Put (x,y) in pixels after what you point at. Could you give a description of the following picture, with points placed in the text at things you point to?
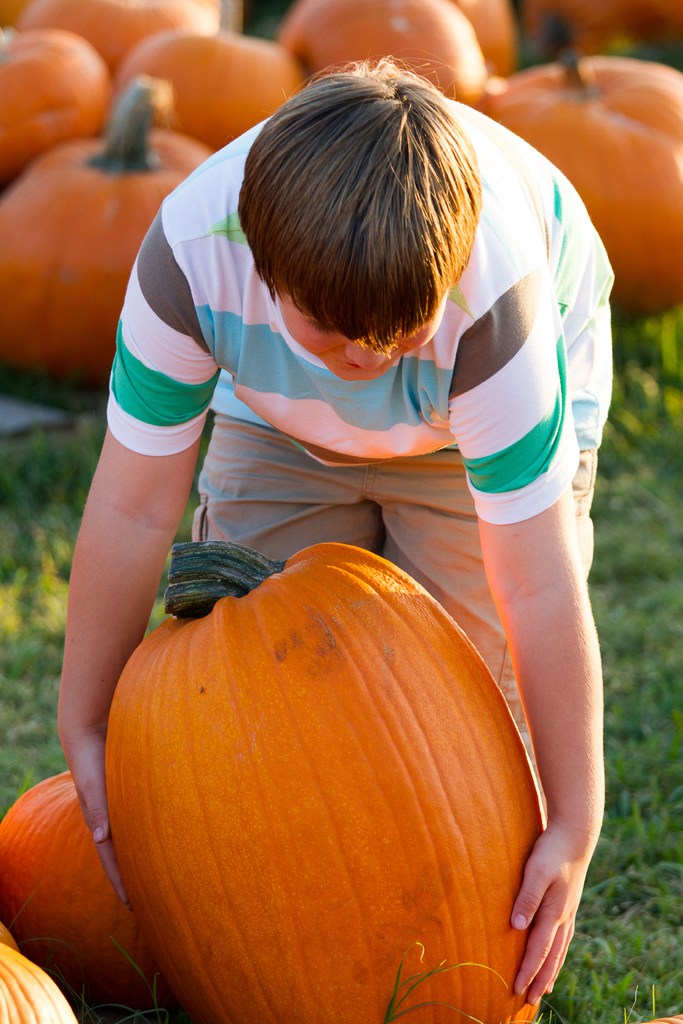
In this image we can see a boy (447,202) lifting a pumpkin (119,854) and behind him there are many pumpkins (682,289) on the grass (621,317).
